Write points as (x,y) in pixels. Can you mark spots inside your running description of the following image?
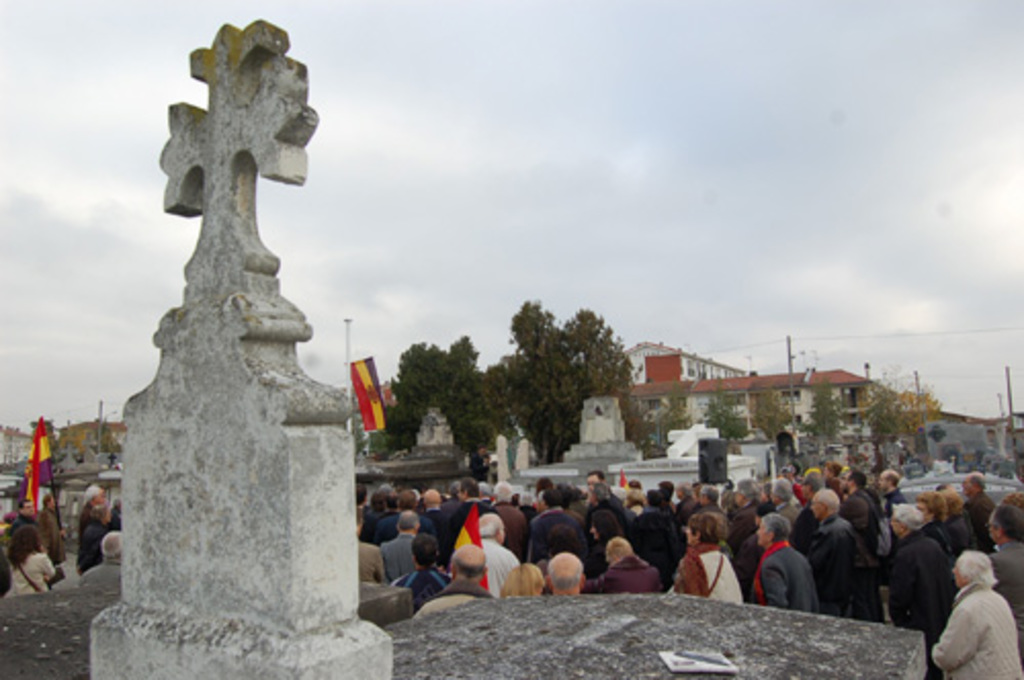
In the image we can see there are people (582,493) standing on the road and they are holding flags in their hands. There is a stone statue of cross (256,34) on the wall (539,623) and behind there are buildings (652,409) and trees (931,393). There is a cloudy sky (454,200).
